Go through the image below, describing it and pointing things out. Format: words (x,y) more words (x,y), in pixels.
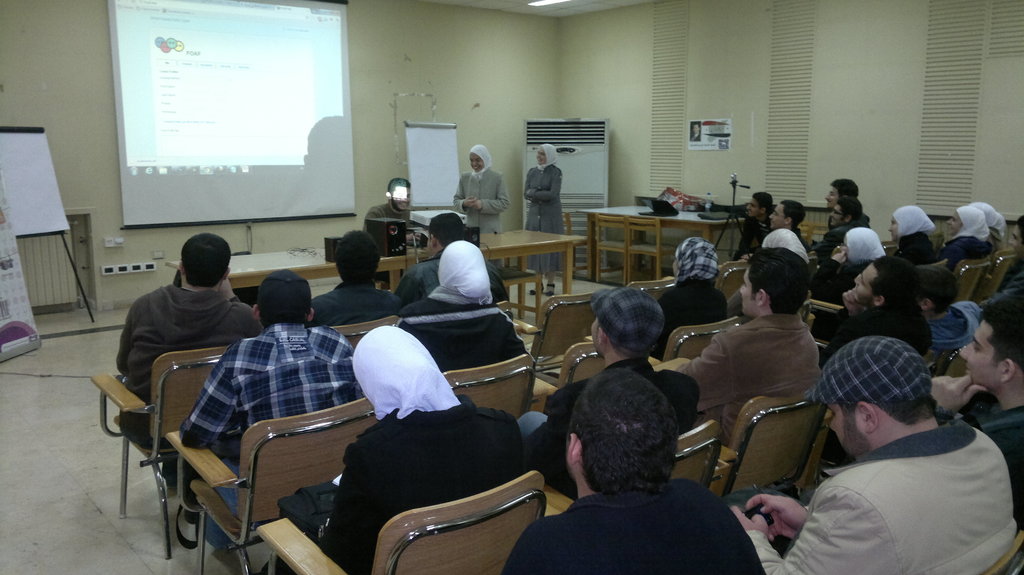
In this picture we can see some persons (481,360) are sitting on the chairs (127,440). This is table (326,264). On the table (326,264) there are some electronic devices (387,240). Here we can see two persons (561,267) standing on the floor (579,283). On the background (334,104) there is a screen (206,113) and this is wall (75,70). Here we can see a board (32,223).
